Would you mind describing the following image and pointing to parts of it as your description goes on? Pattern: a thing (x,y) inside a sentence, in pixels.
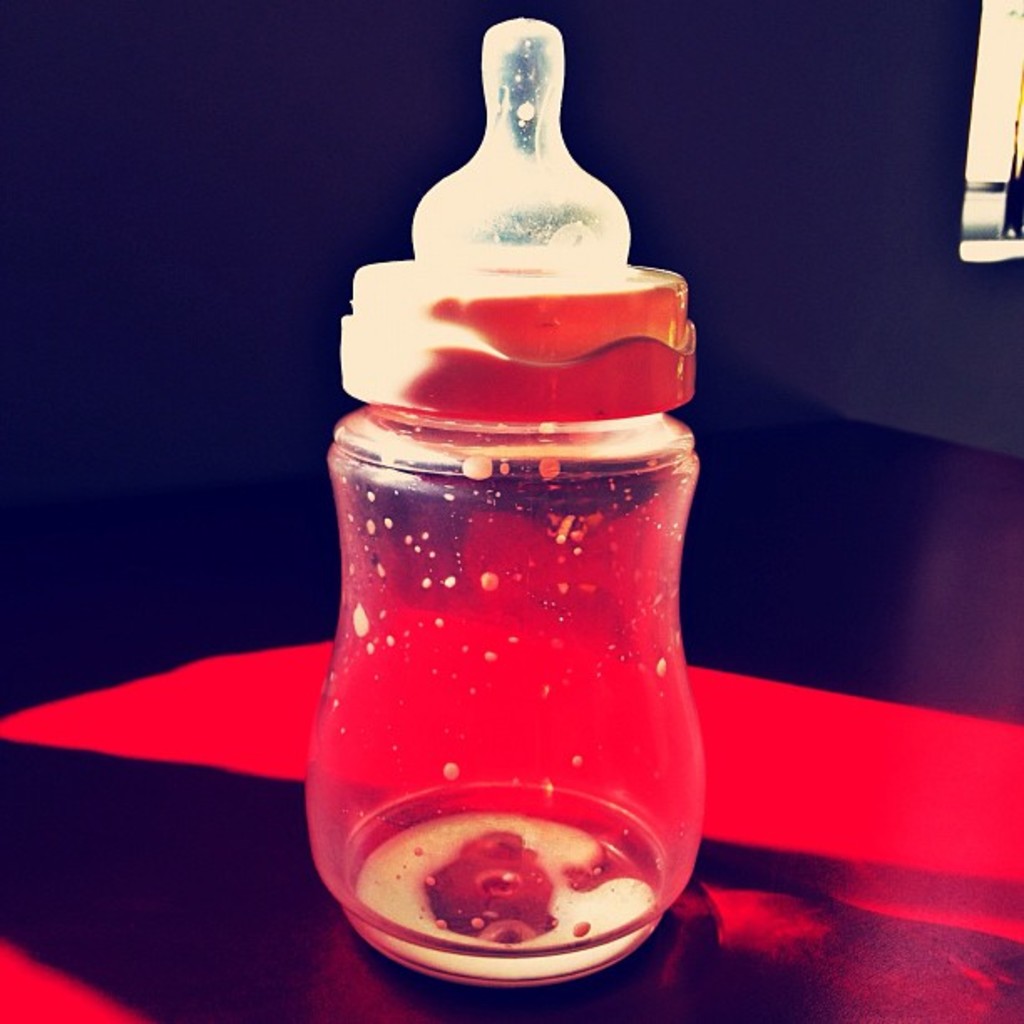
there is a plastic bottle (550,562) with a nipple (508,199) to it.
